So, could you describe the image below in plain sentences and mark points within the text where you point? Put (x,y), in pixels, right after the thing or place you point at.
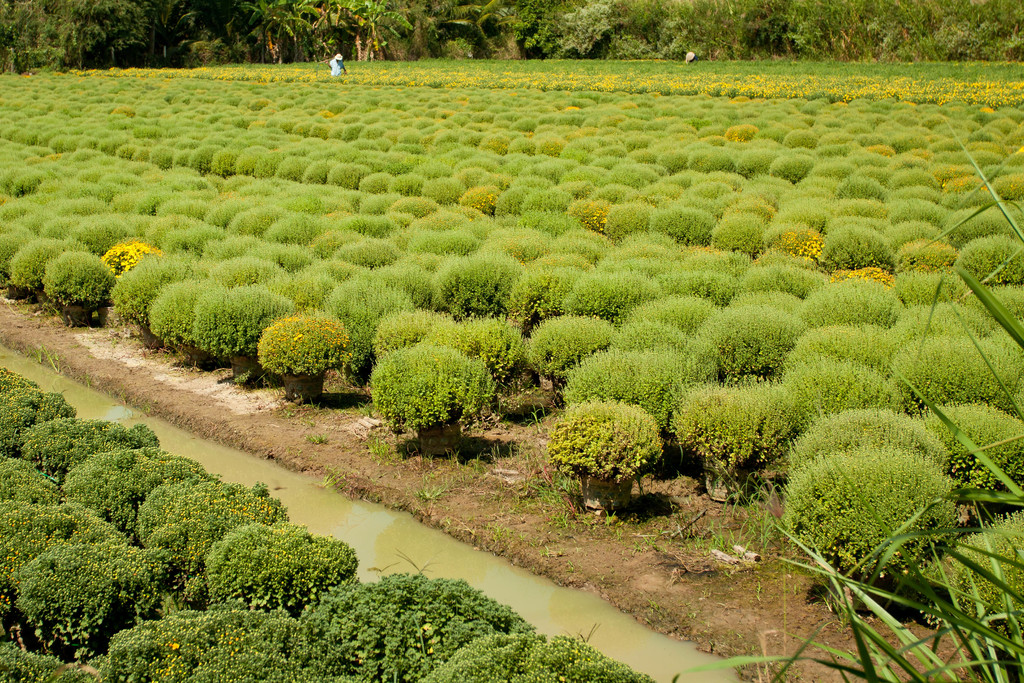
This image consists of many potted plants (153,460). In the middle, we can see the water (390,518) on the ground (263,421). In the background (162,6), there are trees (377,25). And there is a human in the middle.
